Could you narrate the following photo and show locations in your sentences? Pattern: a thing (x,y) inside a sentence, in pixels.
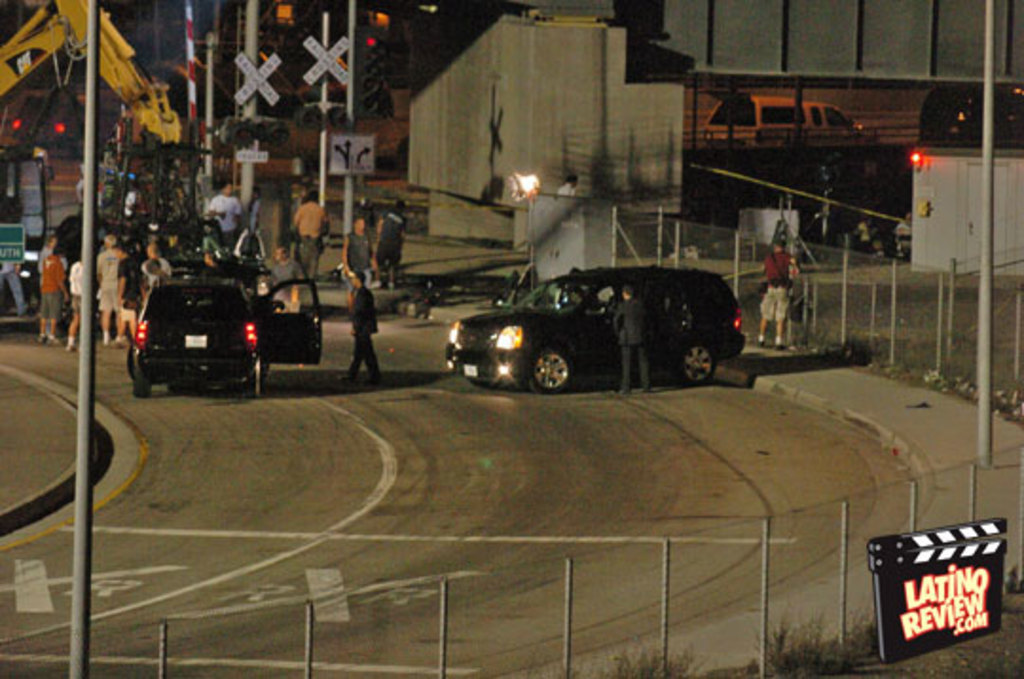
There is a road (419,399). On that there are vehicles (234,286) and many people (234,217). In the back (63,36) there is a crane (128,52). Also there are buildings (606,68), poles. There are sign boards (322,63). There is a watermark (928,567) on the right corner (919,580).
